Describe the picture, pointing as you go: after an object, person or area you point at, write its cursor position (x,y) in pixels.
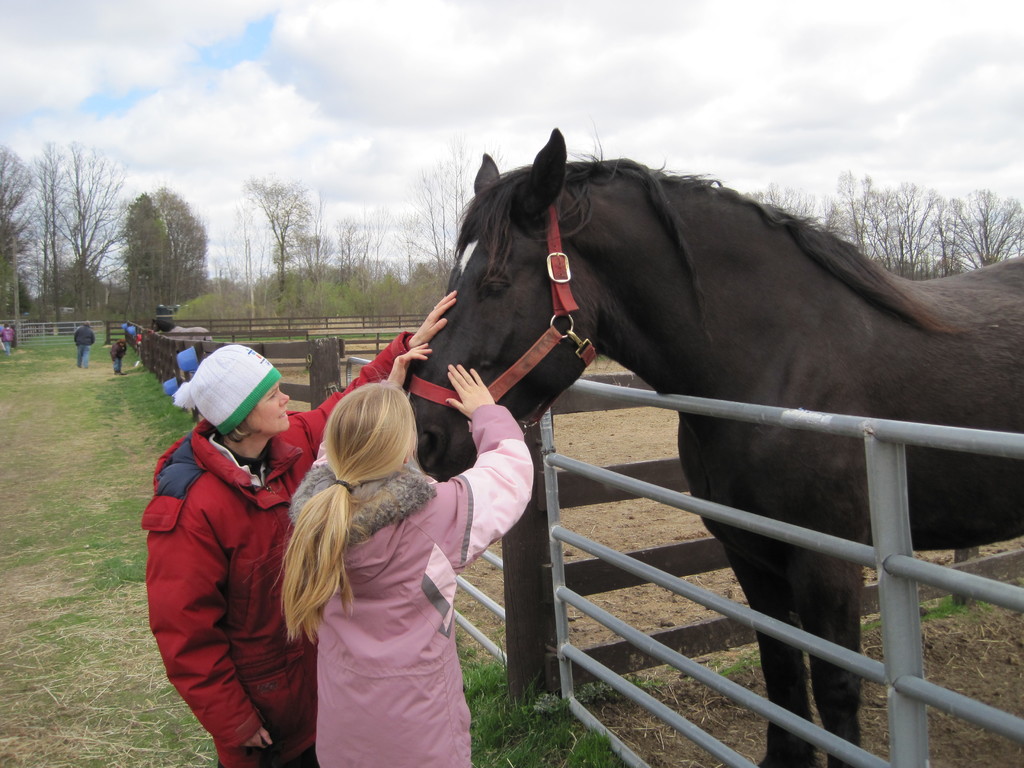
Two women (325,405) are caressing a black horse (714,273).
